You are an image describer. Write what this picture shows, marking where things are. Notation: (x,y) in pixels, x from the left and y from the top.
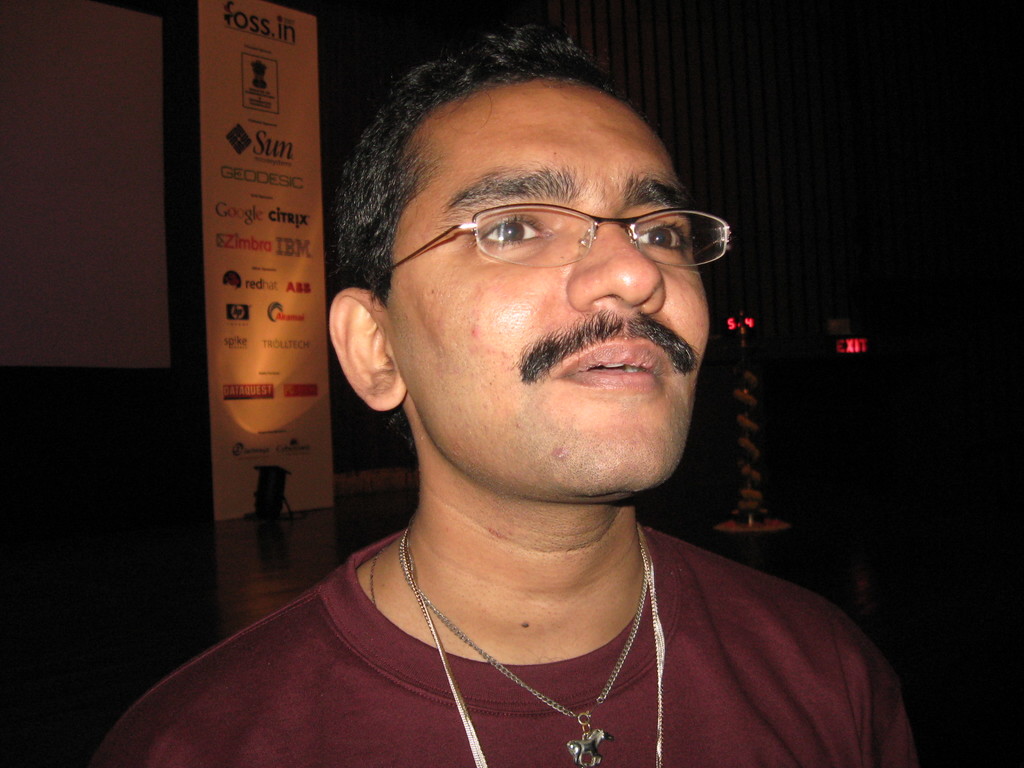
In this image in the front (598,489) there is a man (488,493) wearing a specs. In the background (287,295) there is a board (263,230) with some text (254,248) written on it and there are lights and there is an object (271,477) which is black in colour and on the left side (129,266) there is an empty board (103,191) which is white in colour.
